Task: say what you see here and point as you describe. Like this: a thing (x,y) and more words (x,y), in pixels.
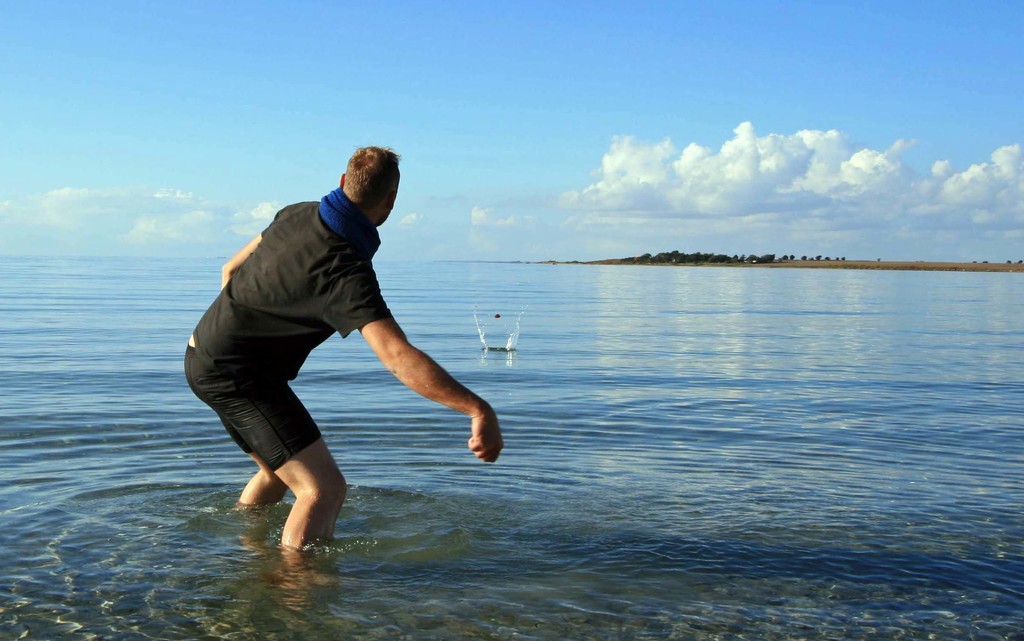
At the bottom of the image (115,460) there is water (132,628). In the water (231,451) a man (332,272) is standing. At the top of the image (904,91) there are some trees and clouds (849,170) and sky (570,46).
